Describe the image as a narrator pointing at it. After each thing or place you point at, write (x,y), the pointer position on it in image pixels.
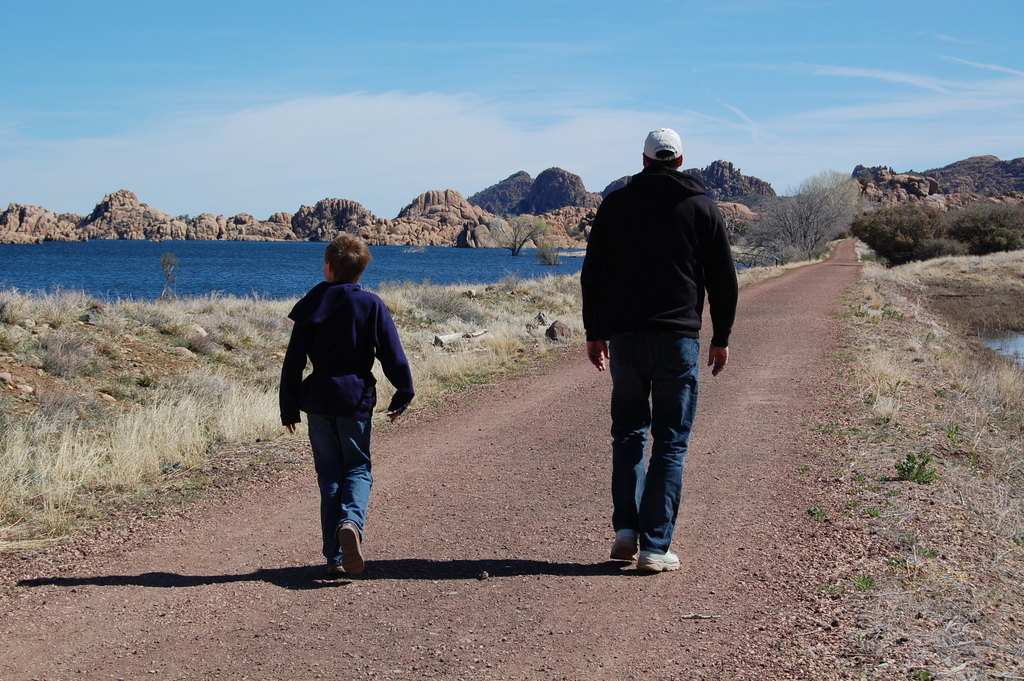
In the picture we can see a path (745,462), on the either sides of the path (759,471) we can see a grass plant (989,456) and water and on the path (729,447) we can see a man (663,214) and a boy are walking and the man (660,431) is wearing a cap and in the background (150,203) we can see some rock hills (344,228) and sky (329,164) behind it.
